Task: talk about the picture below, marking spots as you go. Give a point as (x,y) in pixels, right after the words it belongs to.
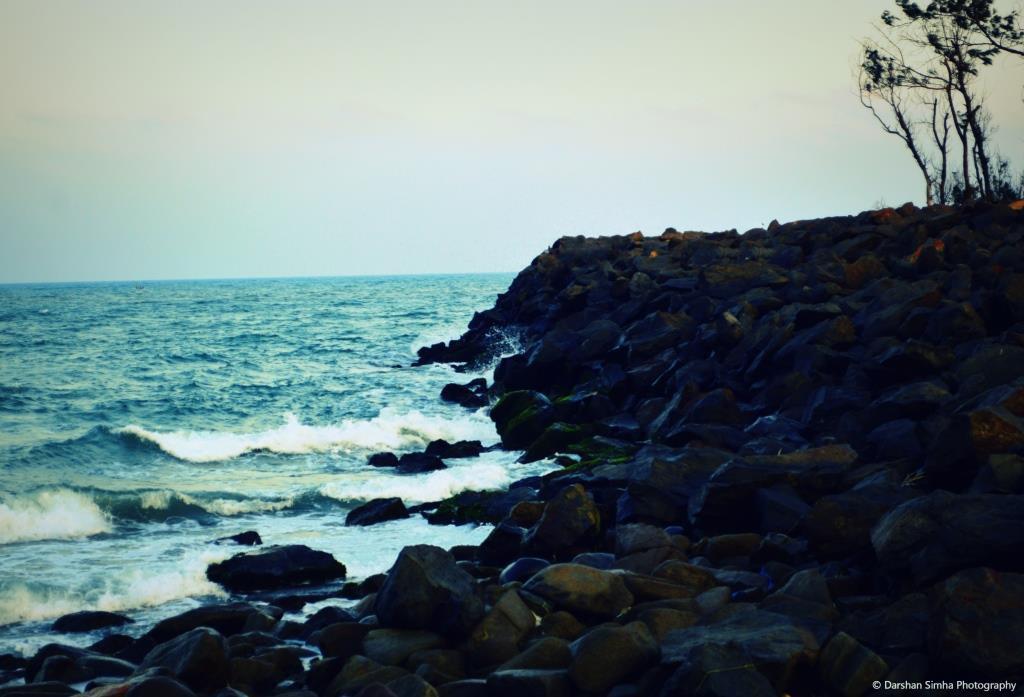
In this image we can see water (318,394), rocks (622,385) and trees (953,105). In the background of the image (493,174) there is the sky (502,92).
